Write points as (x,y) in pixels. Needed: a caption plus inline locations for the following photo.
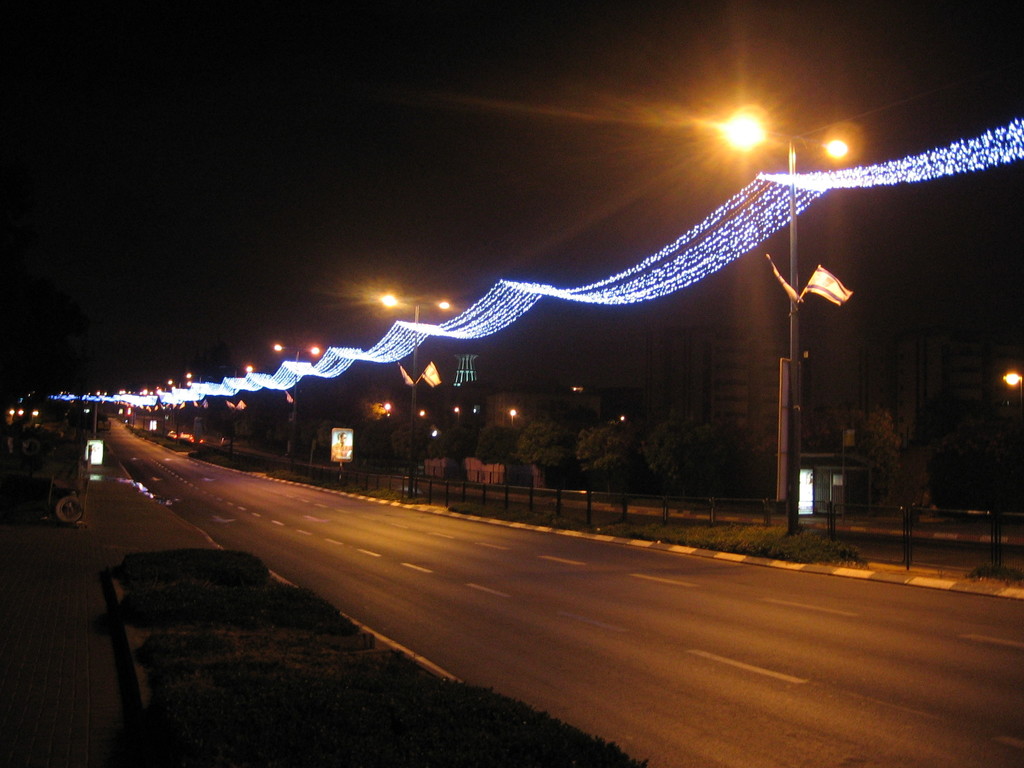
In this image, we can see roads (578,559), rods (964,527), poles (792,386), boards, trees (596,472), plants (233,631), lights (257,374), flags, decorative objects (497,307) and few things (818,467). Background (972,38) there is a dark view.
